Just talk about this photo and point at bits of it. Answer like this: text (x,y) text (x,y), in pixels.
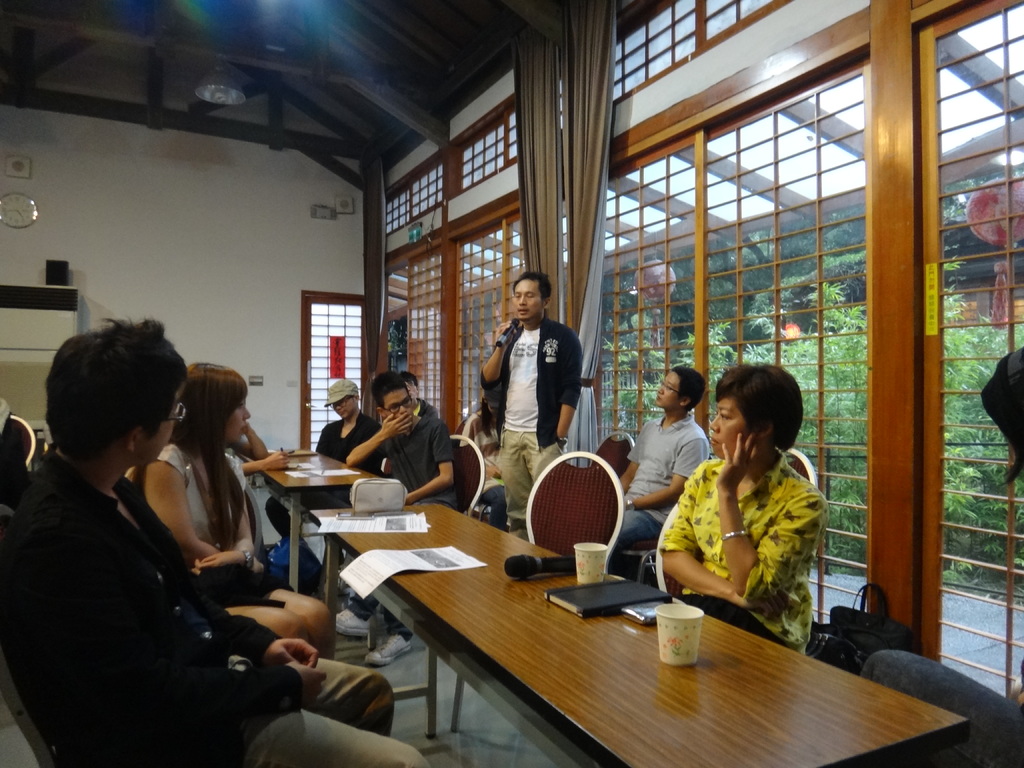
In the image there is a room (381,371) inside the room (250,26) group of people (398,472) sitting a man (529,364) is standing and speaking there is a table (586,766) in between them, on the table (512,620) there are some papers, a mic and book (600,614) and cups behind them there is a wall (117,208) and there is a clock (15,215) on the wall (52,209) in the background (817,289) there are some windows (689,195), curtains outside that there are many plants (815,373).
